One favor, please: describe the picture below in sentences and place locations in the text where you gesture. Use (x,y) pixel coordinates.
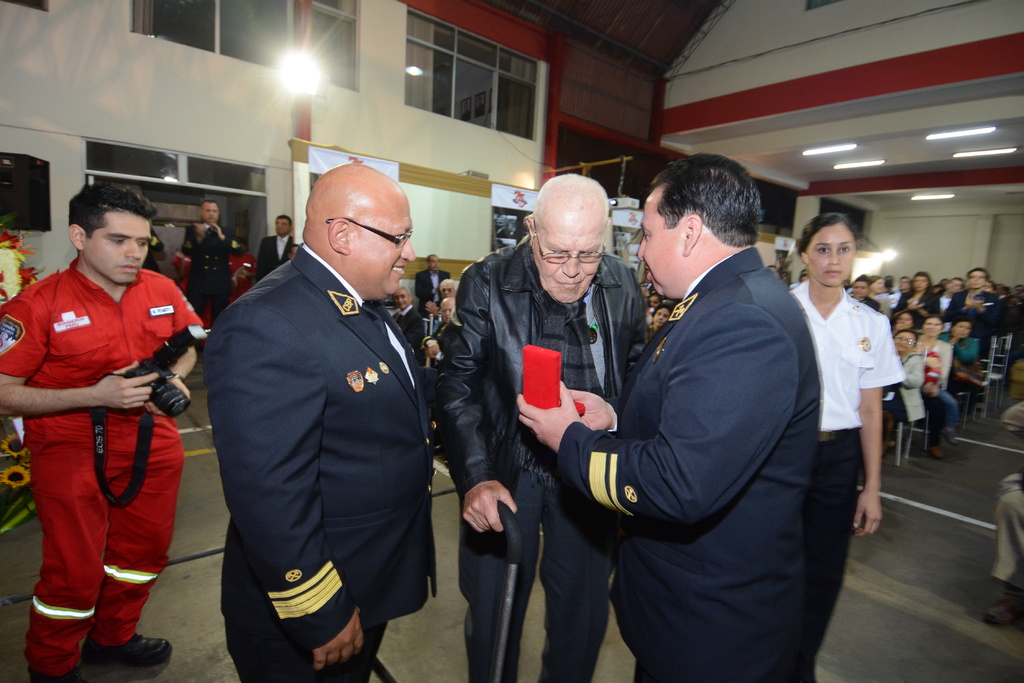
In the foreground of this image (782,405), there are three men (668,418) standing on the floor (177,520), a man (152,496) carrying camera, a woman (855,417) standing. In the background (936,302), there is the crowd (973,365) sitting, lights (304,83) to the ceiling (901,153) and the wall (350,102), few posters (528,198) and flowers (15,444) on the left (16,477).
